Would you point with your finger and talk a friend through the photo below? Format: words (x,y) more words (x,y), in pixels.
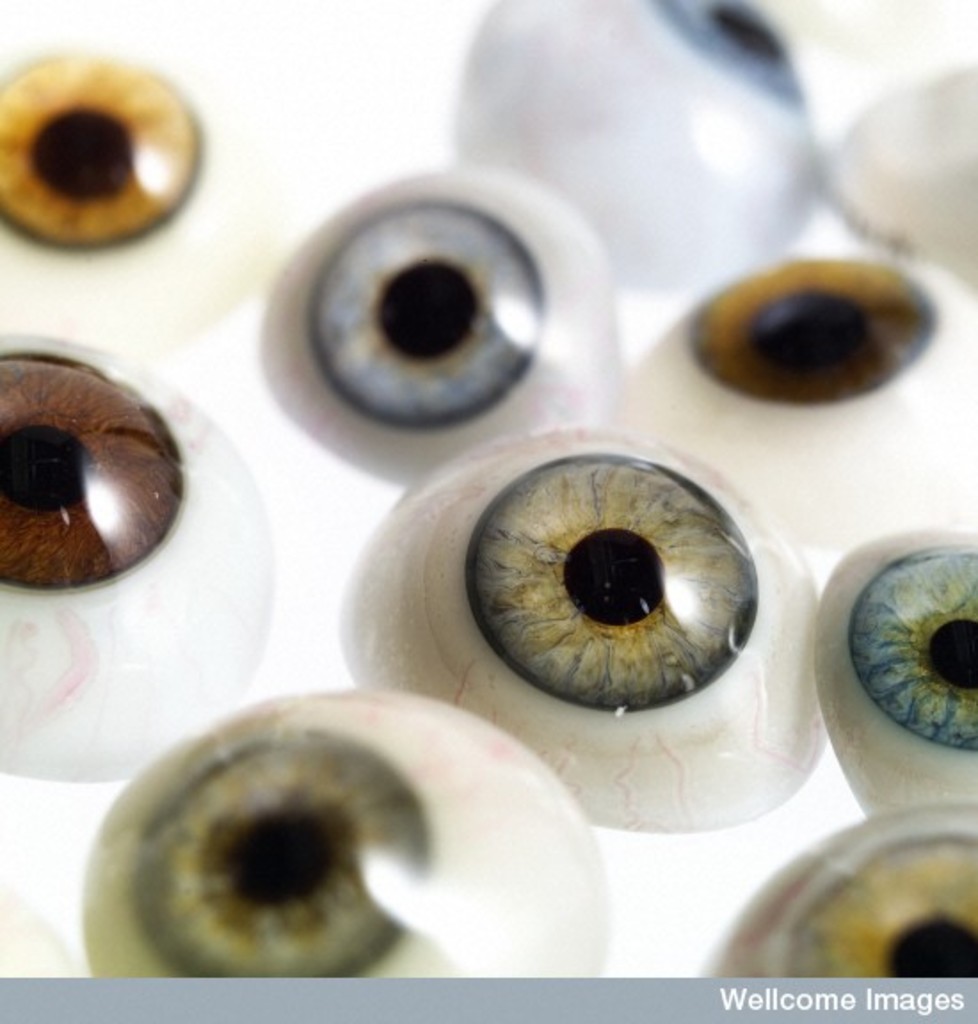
In this image we can see many eyeballs (490,662). At the bottom of the image (725,1002) there is border (708,1003) with text (779,1003).
